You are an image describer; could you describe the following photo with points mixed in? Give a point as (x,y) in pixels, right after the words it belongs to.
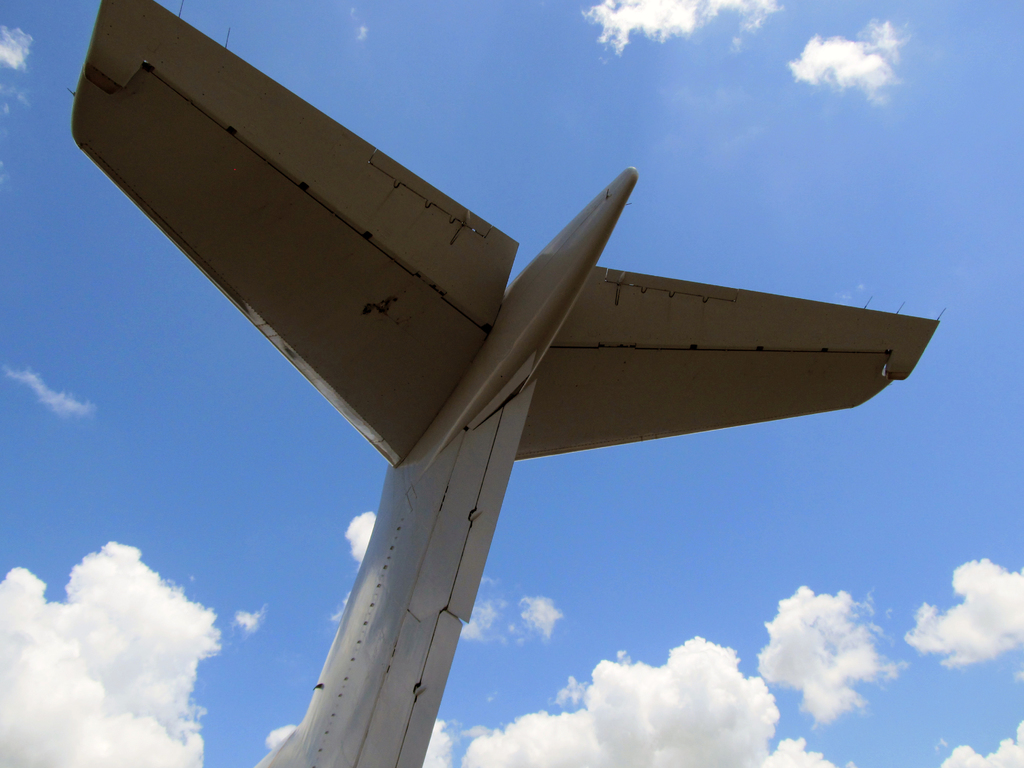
In this image we can see the wings (418,318) of an aircraft (621,394). This is a sky (159,576) with clouds (833,710).
